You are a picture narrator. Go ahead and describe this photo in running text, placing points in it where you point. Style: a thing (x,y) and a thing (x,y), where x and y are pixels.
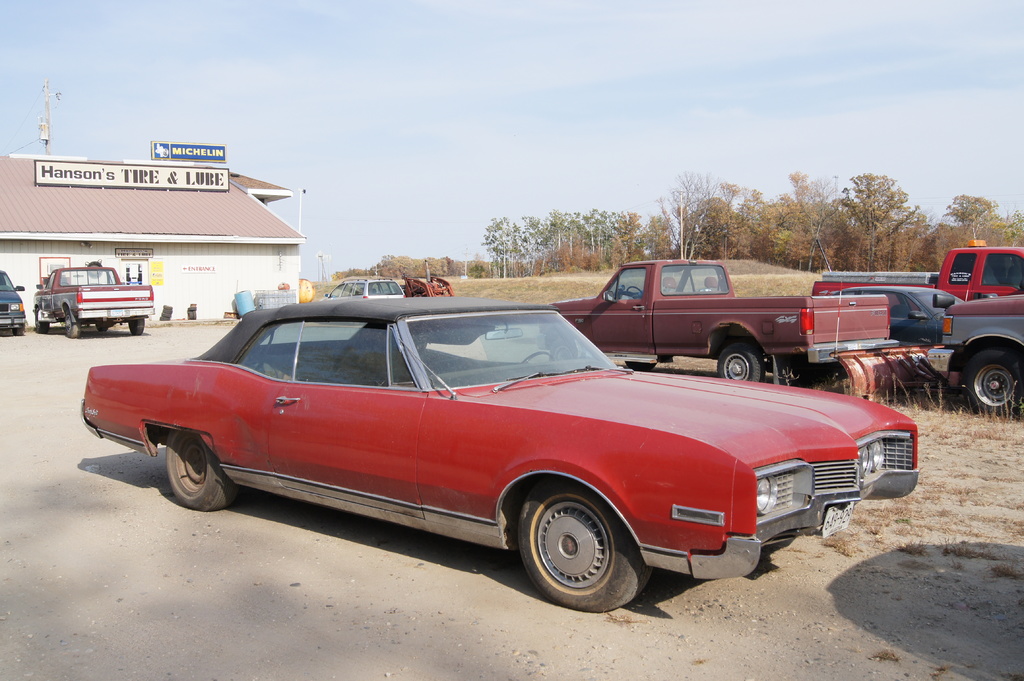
In this picture I can see there is a red color car (514,481) here and there are few other cars (908,312) on to right (909,311) and there are few other cars (388,282) in the backdrop (380,284) and there is a building (181,190) in the backdrop (184,230), there are trees (721,201) and the sky (535,95) is clear.
